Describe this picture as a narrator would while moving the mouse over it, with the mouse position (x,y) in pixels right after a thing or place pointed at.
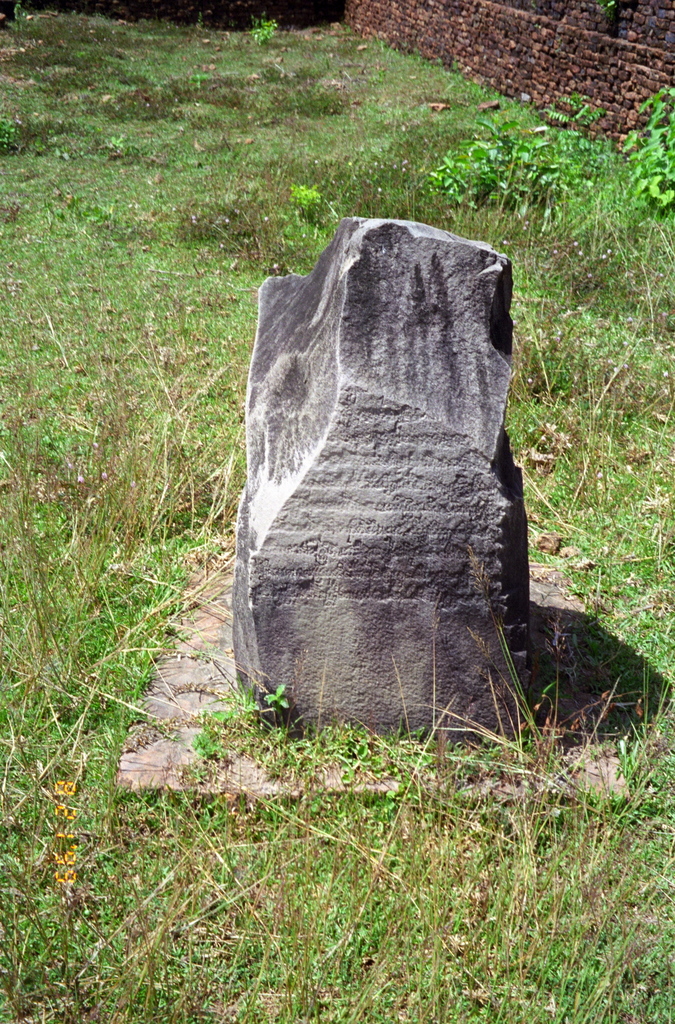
In this picture we can see some grass (131,852), plants (464,164), a wall (524,65) and the rock (328,636).
